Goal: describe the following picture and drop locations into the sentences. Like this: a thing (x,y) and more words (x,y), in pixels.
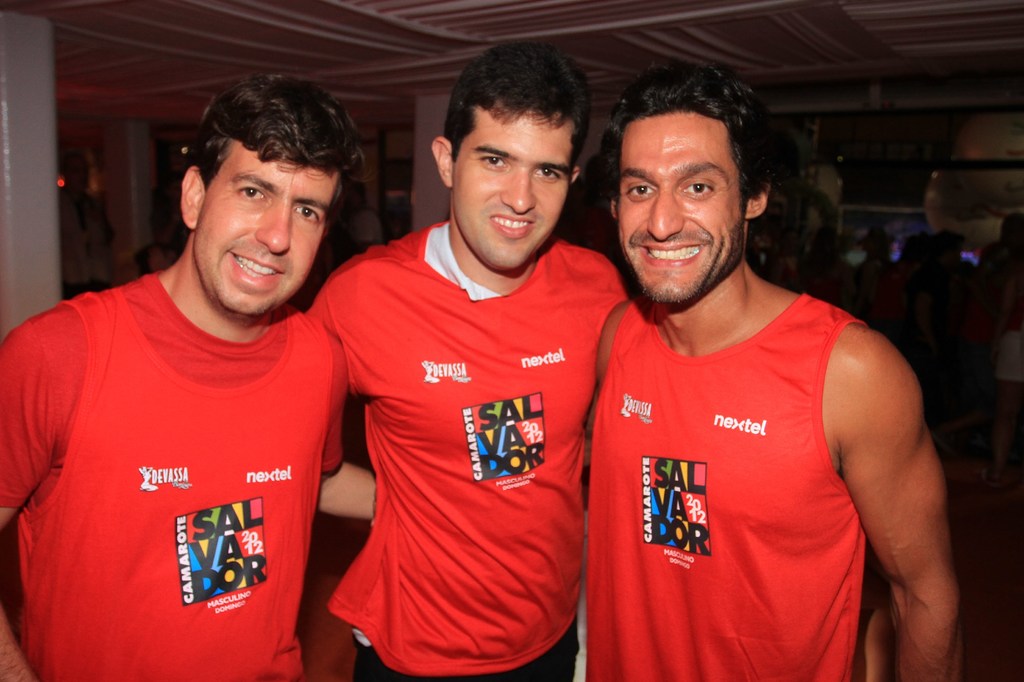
In this image I can see three people (381,403) with red and white color dresses (357,377). I can see the ceiling (401,86) at the top (415,46) and I can see the black background (923,249).
